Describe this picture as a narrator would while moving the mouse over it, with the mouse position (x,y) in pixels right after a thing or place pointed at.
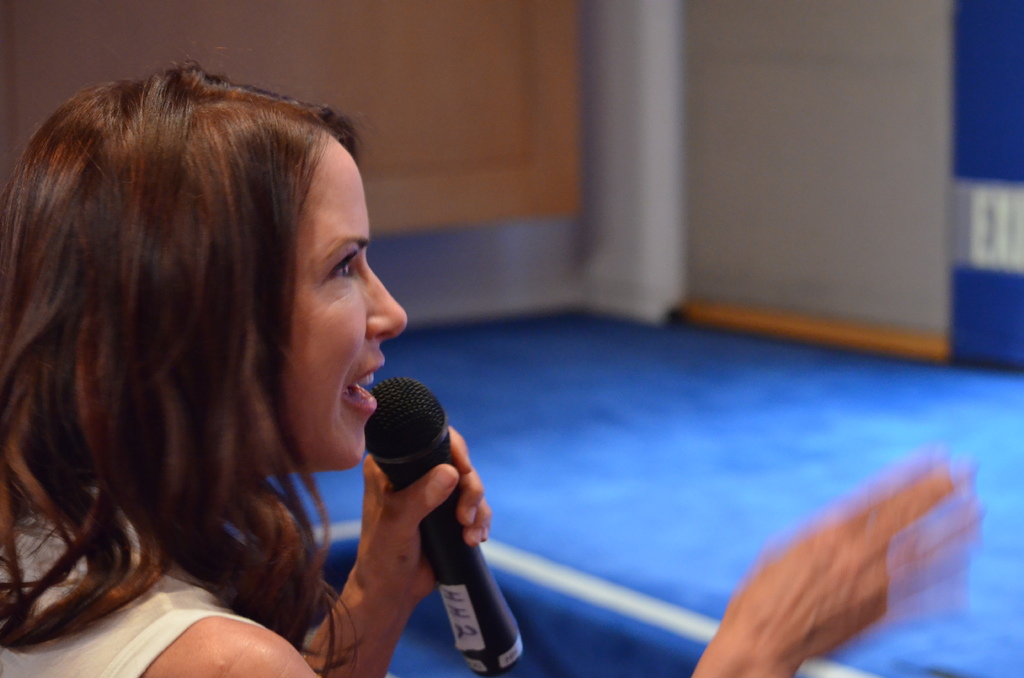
In this picture we can see woman (152,440) holding mic (405,471) in one hand (452,436) and talking and in background (506,251) we can see wall (622,170) and it is blurry.
